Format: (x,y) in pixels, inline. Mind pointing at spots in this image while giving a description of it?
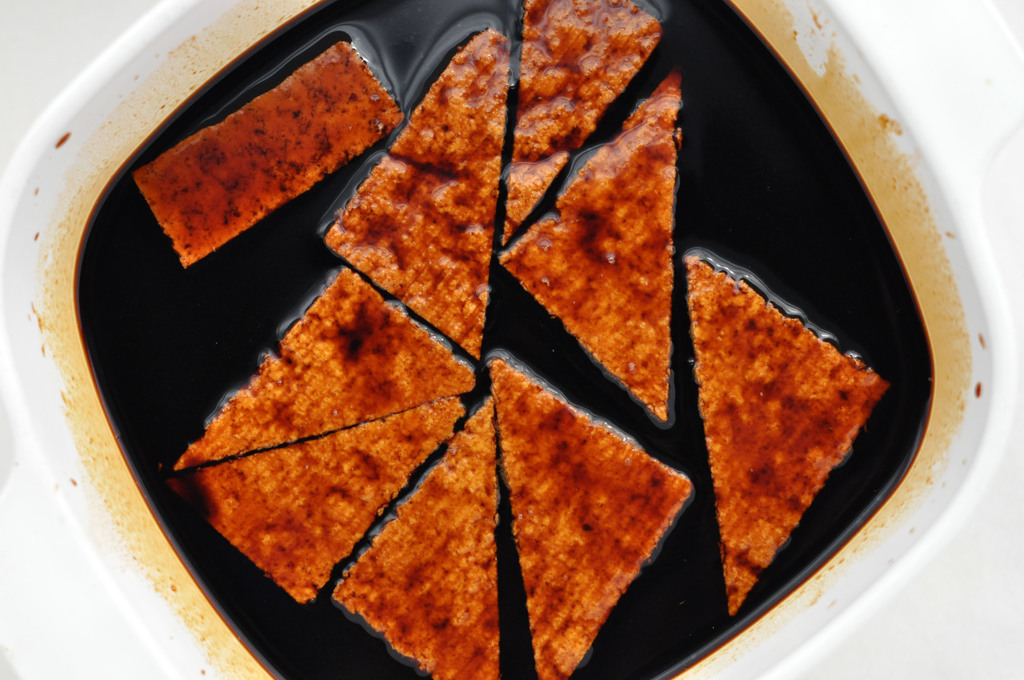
In this picture we can see food (261,367) and liquid (159,366) in a bowl (12,289).
